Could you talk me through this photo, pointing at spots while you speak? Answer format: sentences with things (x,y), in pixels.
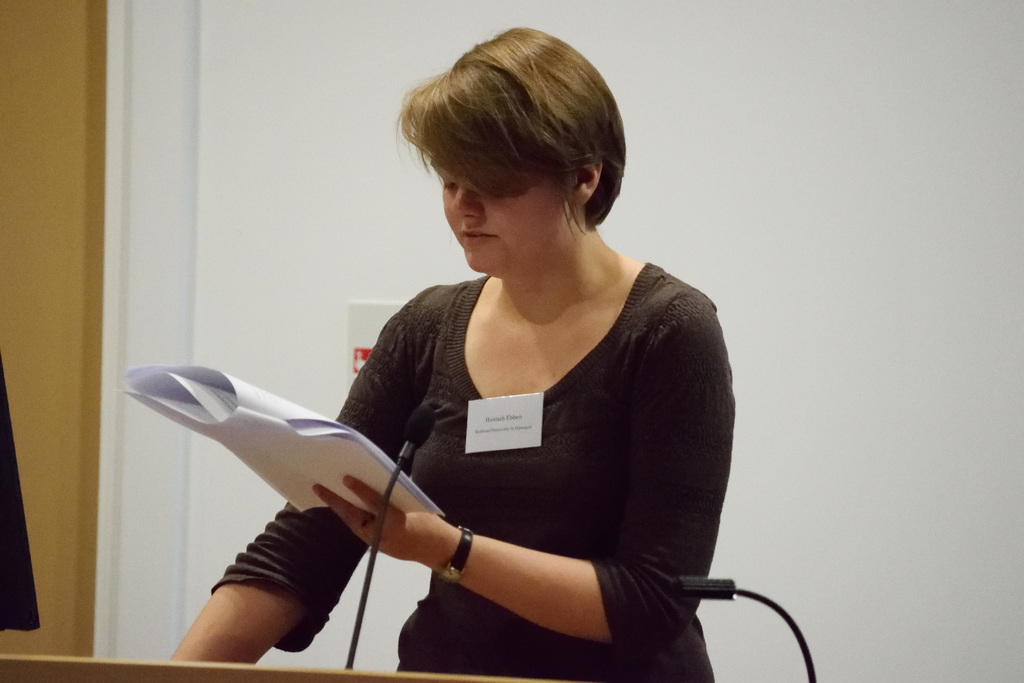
In this picture there is a lady (432,123) in the center of the image (562,358), by holding papers (281,457) in her hand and there is a mic (403,464) and desk (2,662) in front of her, it seems to be there is a curtain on the left side of the image (82,489) and there is another mic (710,589) at the bottom side of the image (699,598).
